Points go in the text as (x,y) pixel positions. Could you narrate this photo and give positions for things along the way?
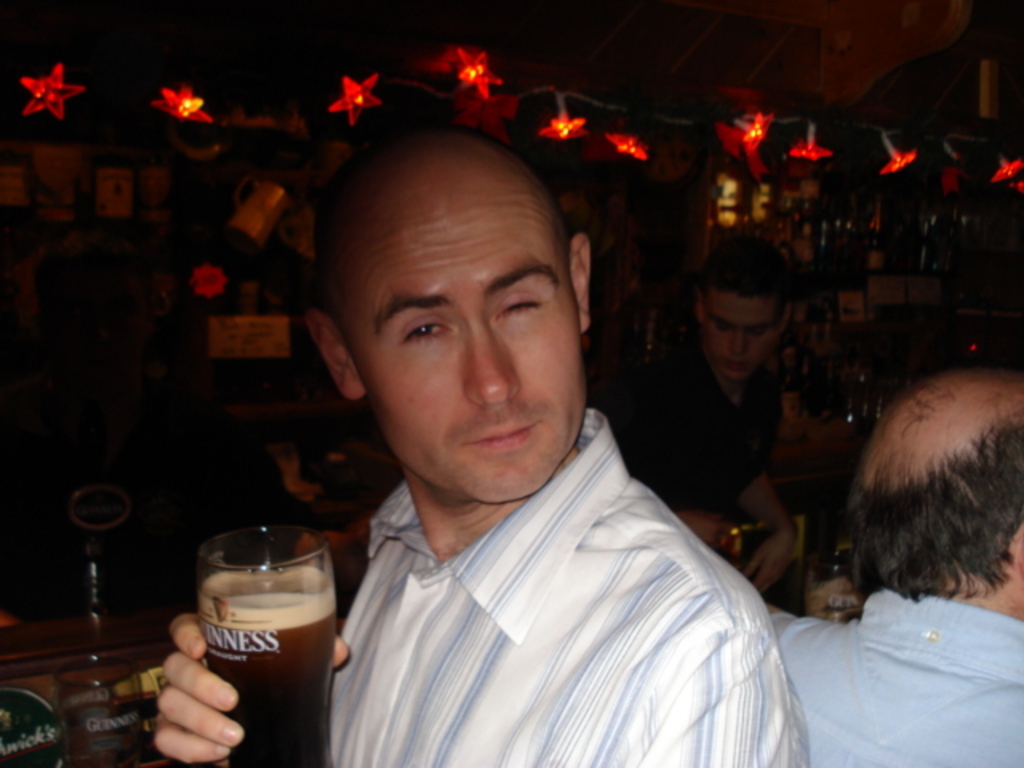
In this image there is a person (467,746) holding a glass (310,591), another group of persons (719,489) standing beside him, and at the back ground (639,257) there are lights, wall (903,93), bottles (833,372) in a table (133,674).
